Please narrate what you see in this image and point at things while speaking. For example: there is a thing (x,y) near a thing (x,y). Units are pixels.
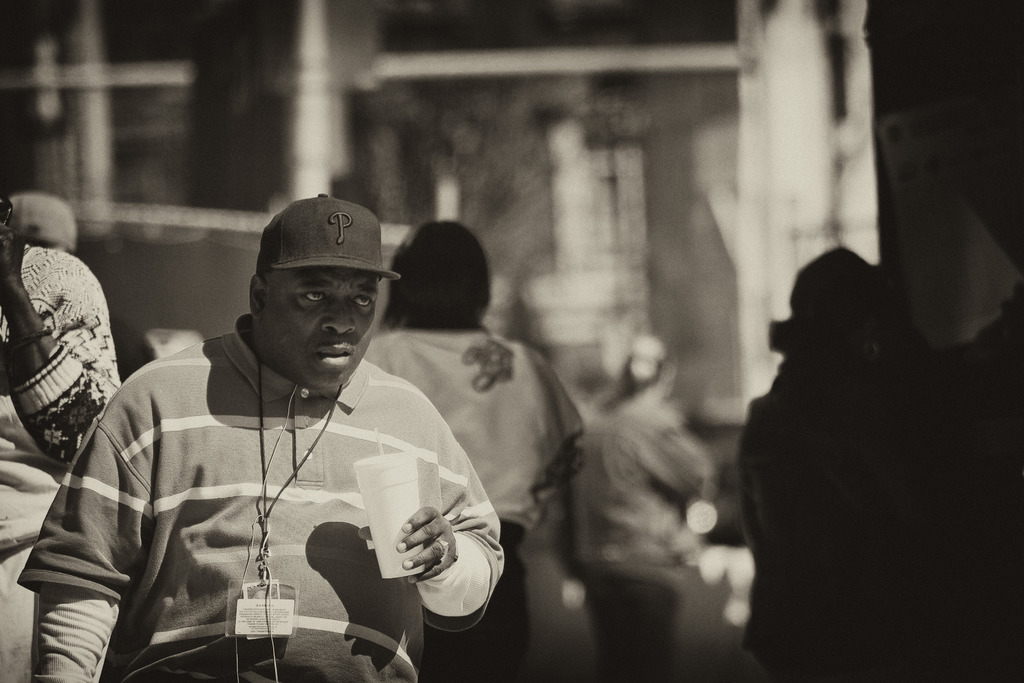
On the left side (195,489) there is a person (220,443) wearing cap (300,245) and a tag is holding a glass (397,527). In the back (484,340) there are many people (774,401) and it is blurred.
